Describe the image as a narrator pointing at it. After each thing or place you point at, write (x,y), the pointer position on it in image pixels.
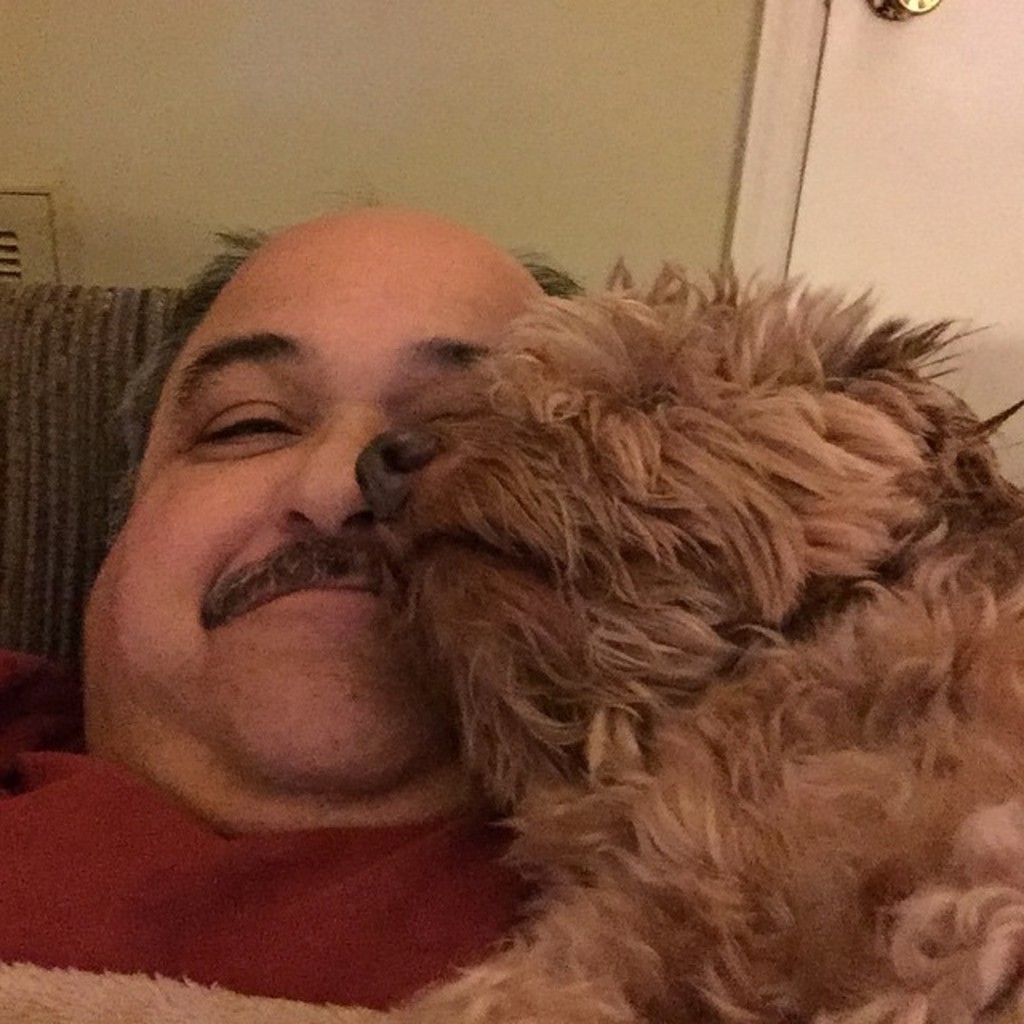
In this picture there is a person (173,792) who is lying on the bed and there is a dog (609,666) near the person (541,291) and there is a door (978,10) at the right side of the image (987,107).
